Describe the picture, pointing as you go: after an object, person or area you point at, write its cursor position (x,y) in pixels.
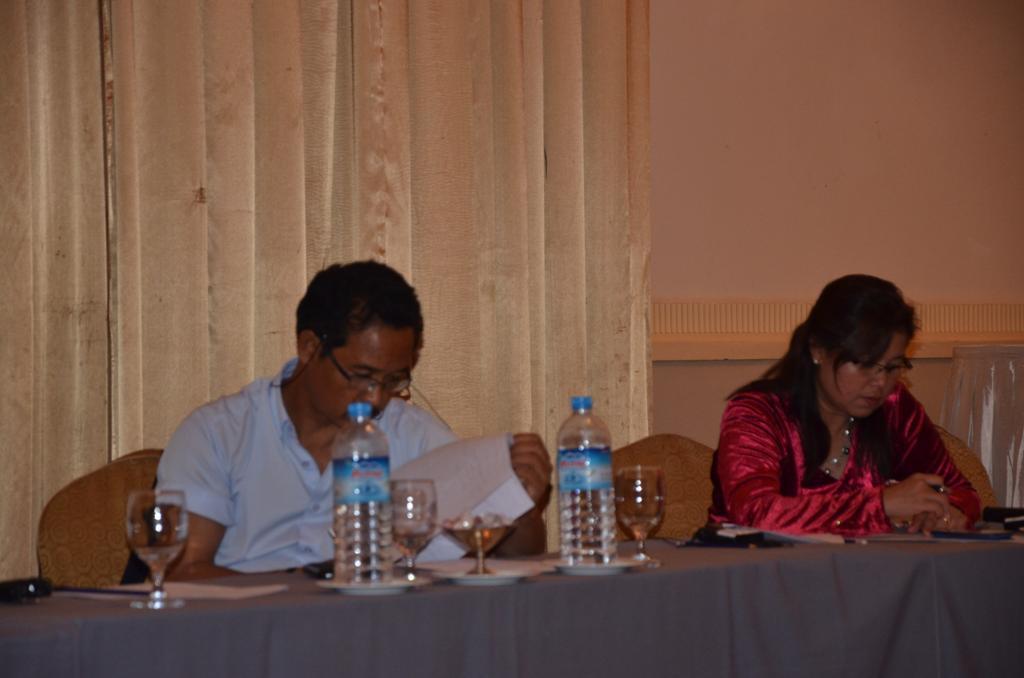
In this picture we can see a man (299,481) sitting on the chair (118,483) and he is looking into the paper (512,479) beside there is a woman (786,416) sitting on the chair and she is looking into the paper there is a table (955,538) in front of them which is covered with grey color cloth (736,603) on that table (727,549) we can see 2 Bottles (385,504) And 3 glasses (623,516) which is filled with a liquid (641,532) back side we can see a cloth (339,189).
